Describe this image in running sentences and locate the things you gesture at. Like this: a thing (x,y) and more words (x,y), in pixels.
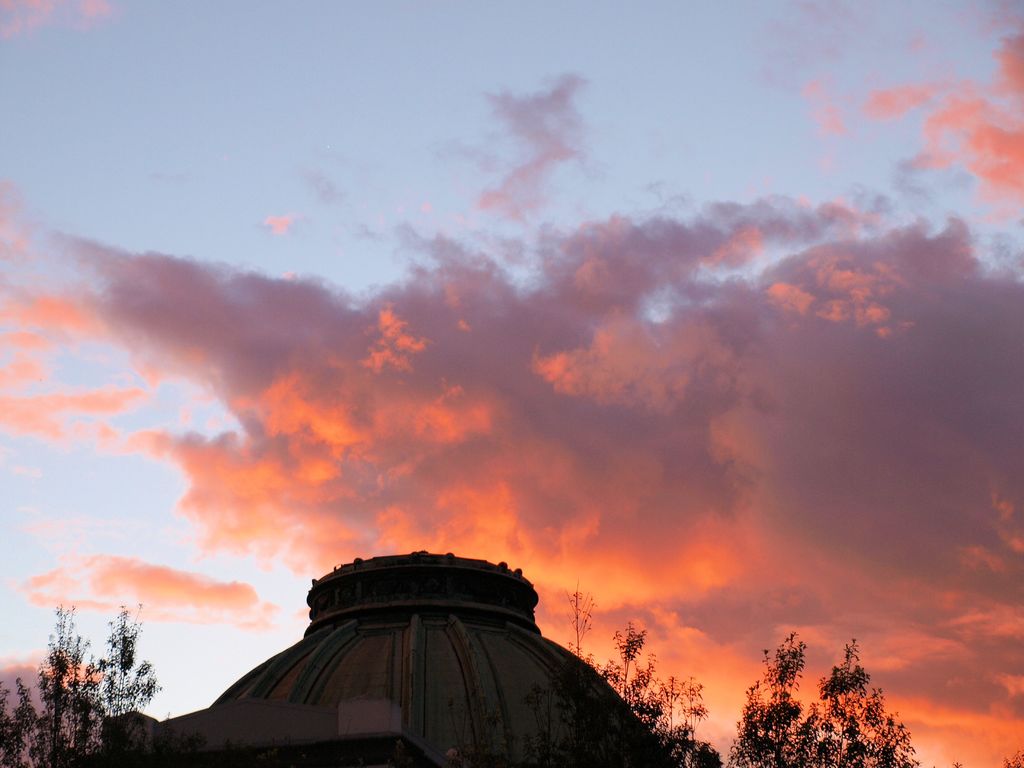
In this image we can see top (403,692) of a building (403,692). Near to that there are trees (657,723). In the background (577,287) there is sky (555,317) with clouds (855,568).
